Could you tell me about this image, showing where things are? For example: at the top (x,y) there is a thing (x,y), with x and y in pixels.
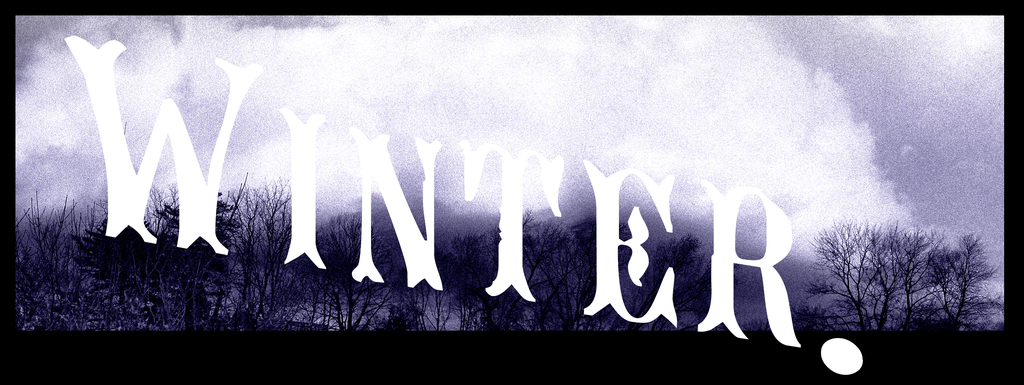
This image is edited as a banner. There are trees (444,286) and plants (99,255) along with clouds (622,110) in the sky (428,114). And it is written as 'WINTER'.
